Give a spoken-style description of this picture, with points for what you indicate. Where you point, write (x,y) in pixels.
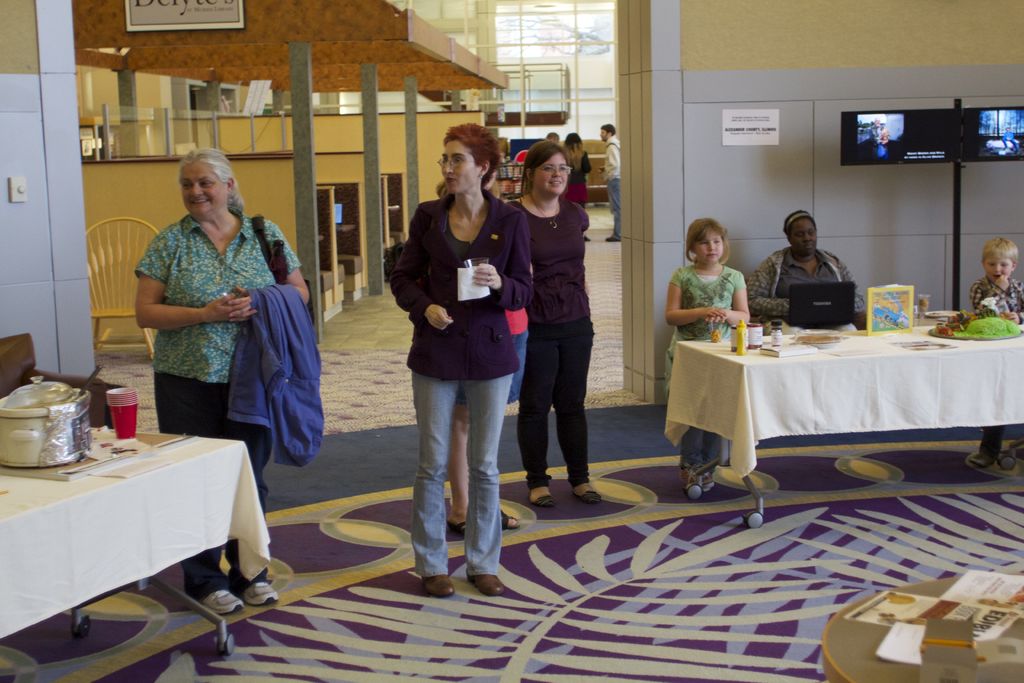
In the image we can see there are people (173,272) who are standing and few people (1004,298) are sitting on chair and on the table (798,365) there is laptop (791,306) and in vessel (42,435) there are food items (53,429).
